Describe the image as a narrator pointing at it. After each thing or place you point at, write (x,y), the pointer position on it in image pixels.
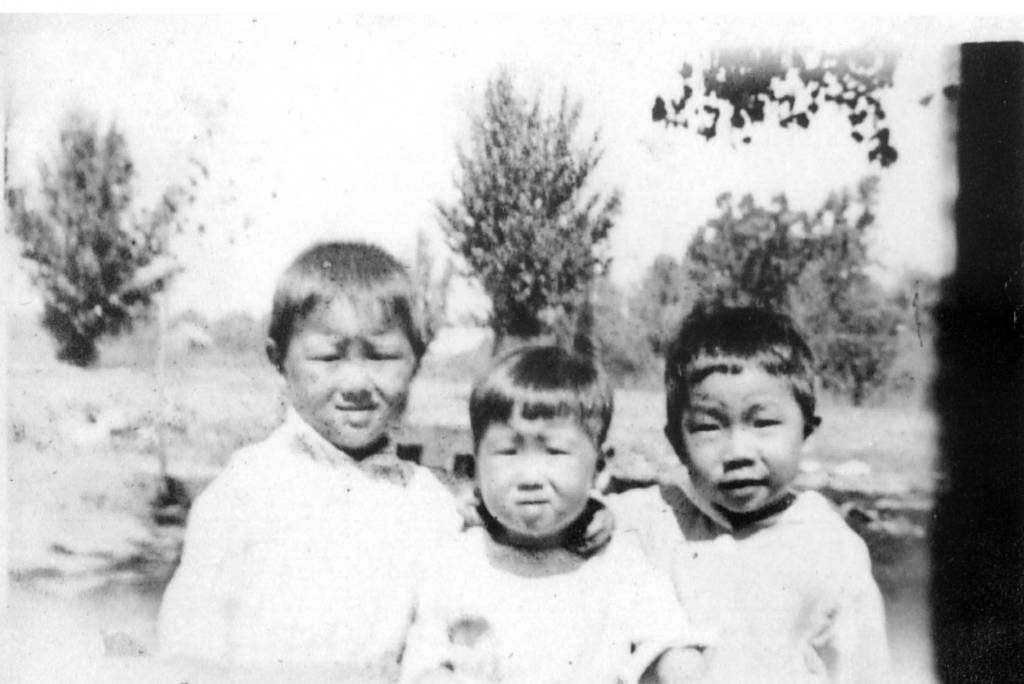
As we can see in the image in the front (424,510) there are three people (455,517) wearing white color dresses (474,605). In the background (139,259) there are trees (815,274). At the top (604,81) there is sky (352,41).
